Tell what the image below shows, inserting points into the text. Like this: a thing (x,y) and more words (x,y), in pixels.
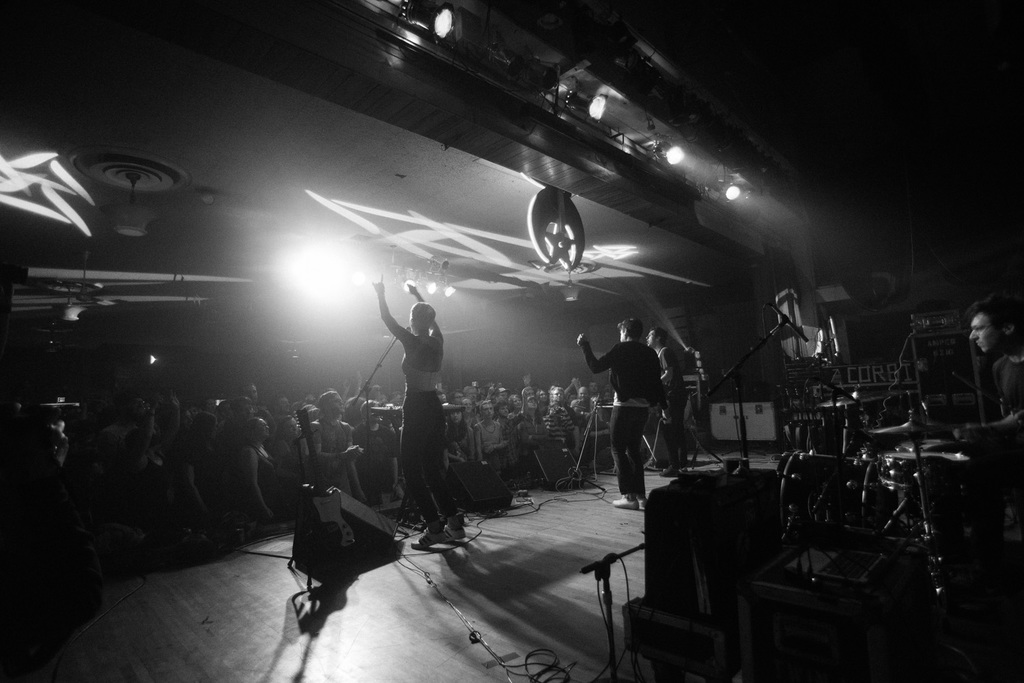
It is the black and white image. In this image it looks like it is a music concert in which there are few singers (615,389) performing on the stage (568,493). On the right side (891,466) there is a man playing the drums (875,440). The man (625,361) in the middle (640,356) is singing with the mic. At the top (419,22) there are lights (596,102). In front of the stage (227,566) there are so many spectators (256,393).
